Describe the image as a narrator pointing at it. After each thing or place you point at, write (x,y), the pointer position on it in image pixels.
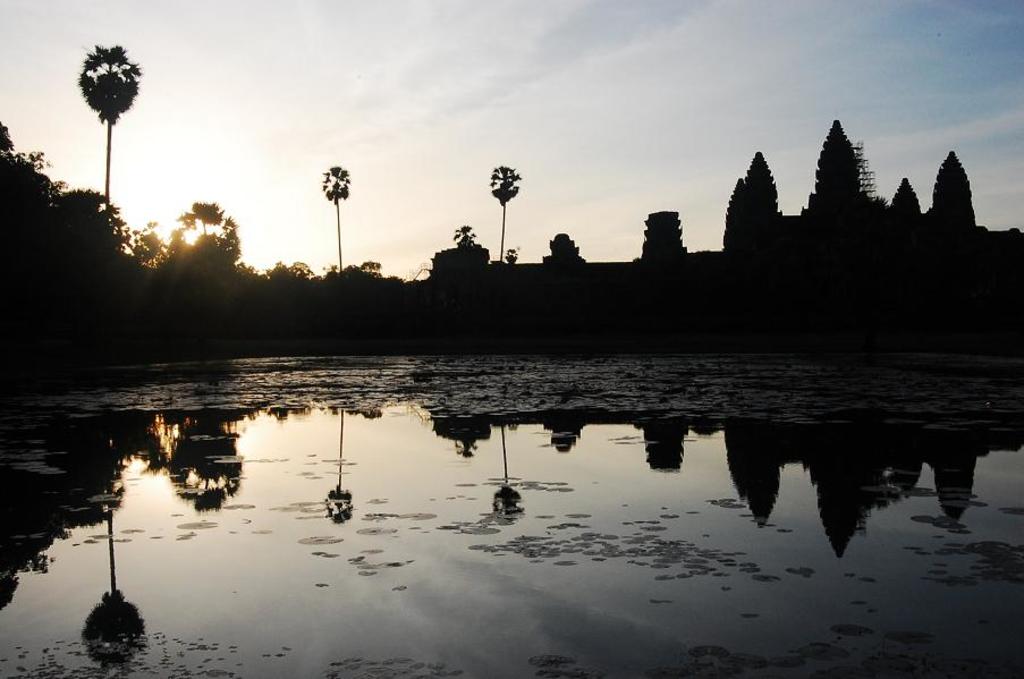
This image consists of water (542,639) at the bottom (625,596). There are trees (46,195) in the middle (388,299). There is sky (527,80) at the top (377,121). There is something like a building (814,264) on the right side (779,273).
